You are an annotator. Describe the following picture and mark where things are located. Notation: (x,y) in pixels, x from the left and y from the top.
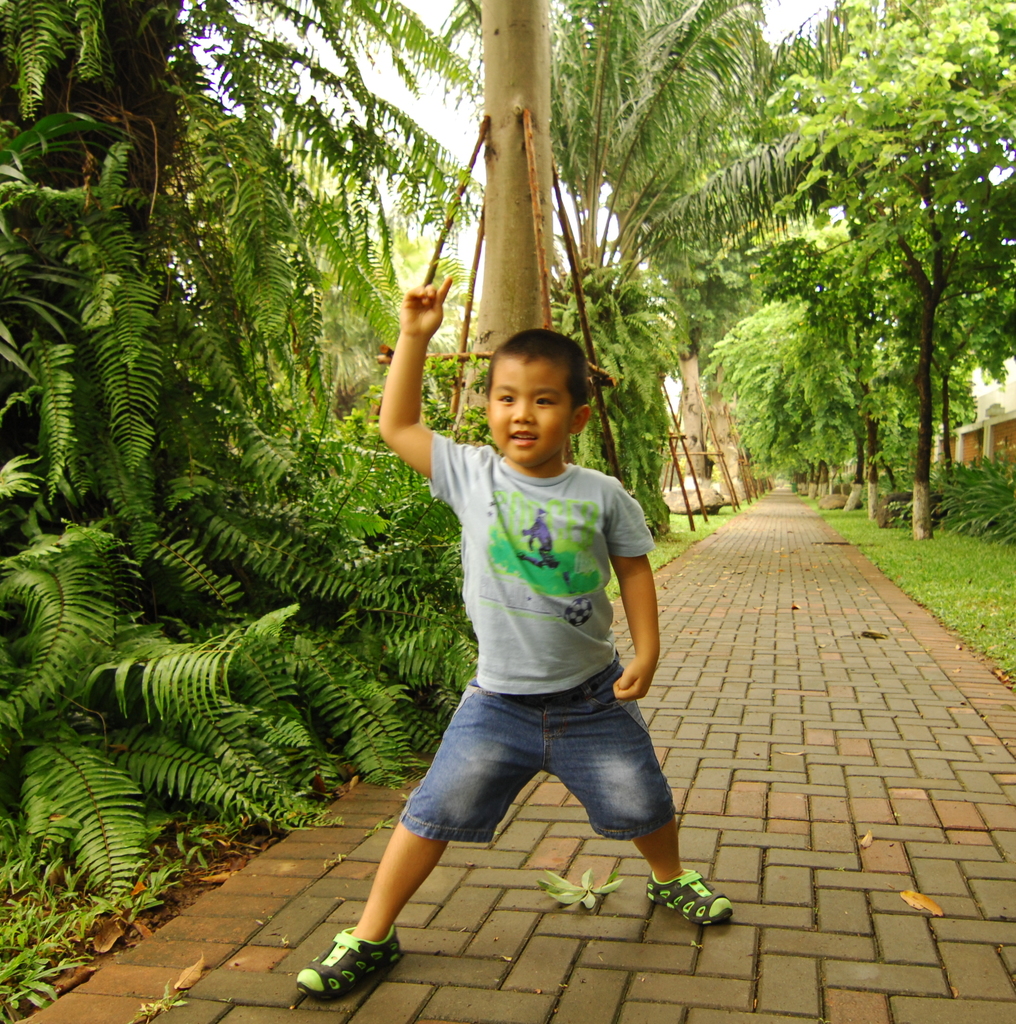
In the center of the image (498,672) we can see one kid (519,597) is standing on the road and he is smiling, which we can see on his face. In the background (402,109), we can see the sky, clouds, trees (612,373), plants (483,427), grass (987,611), pole type structures (598,385), compound wall (960,449) and a few other objects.
